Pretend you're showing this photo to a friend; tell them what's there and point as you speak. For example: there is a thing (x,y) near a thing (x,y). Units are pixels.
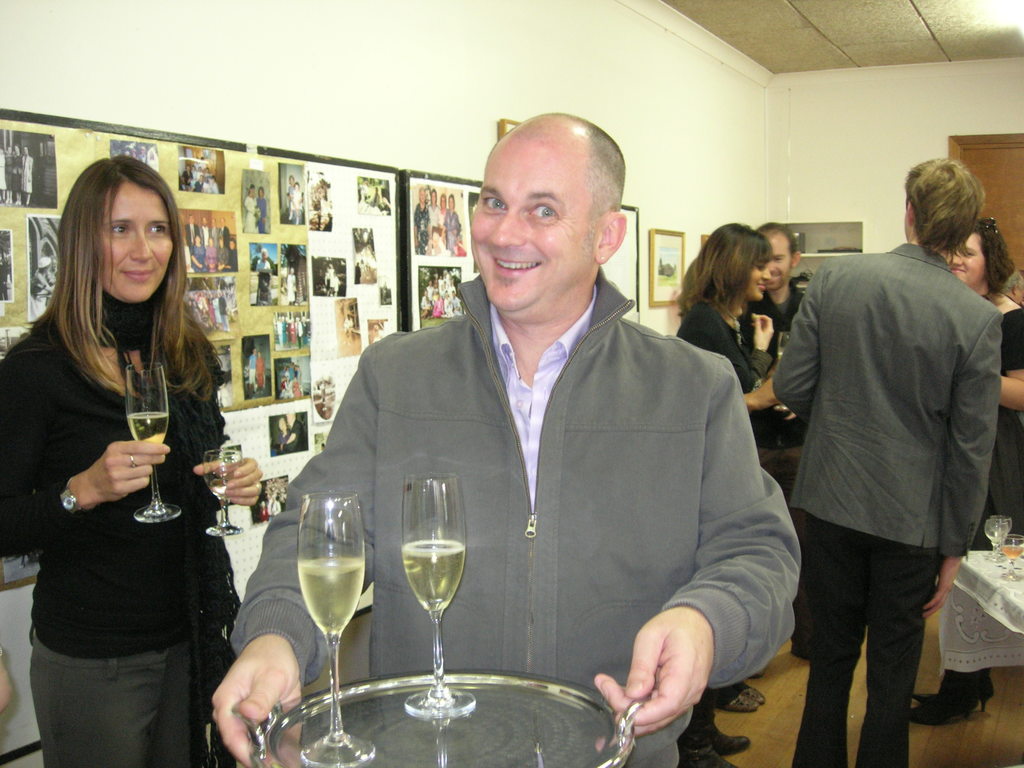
In this image I can see few people (969,267) are standing and also smile (532,259) on their faces (792,268). Here I can see both of them are holding glasses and plate (548,693). In the background (322,274) I can see few frames (671,274) and photos (377,275) on this wall (368,65). I can also he is wearing a jacket (598,550).
